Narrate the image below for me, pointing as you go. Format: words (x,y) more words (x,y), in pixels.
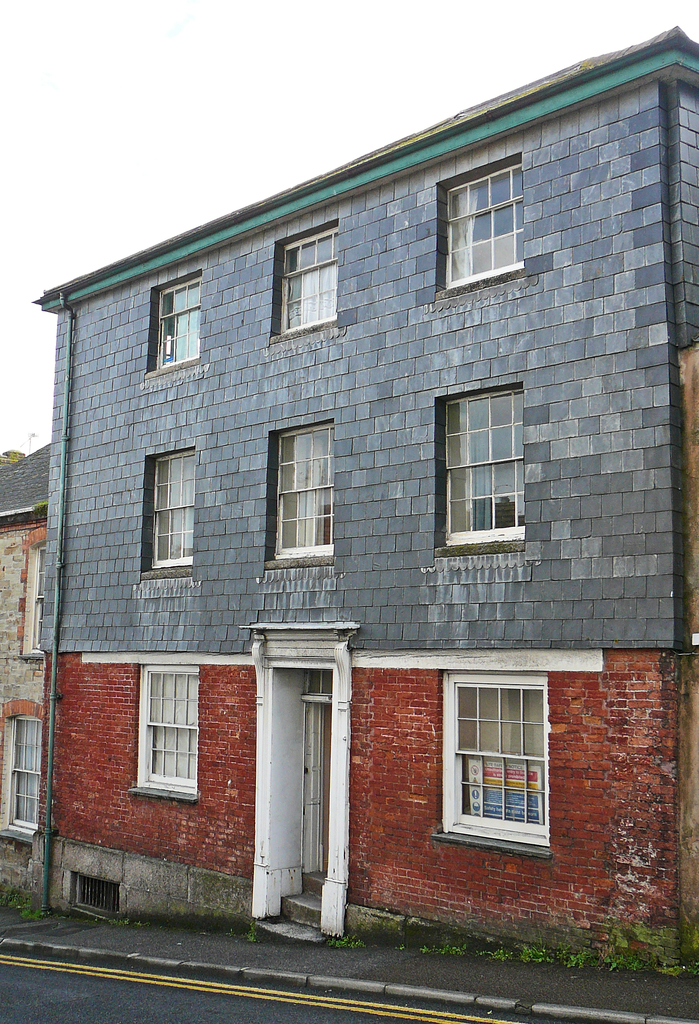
There is a building (159,461) in the center of the image (309,598) and a house (31,517) on the left side (7,663), there are plants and a road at the bottom side (37,906), there is the sky (299,84) in the background (324,108).
